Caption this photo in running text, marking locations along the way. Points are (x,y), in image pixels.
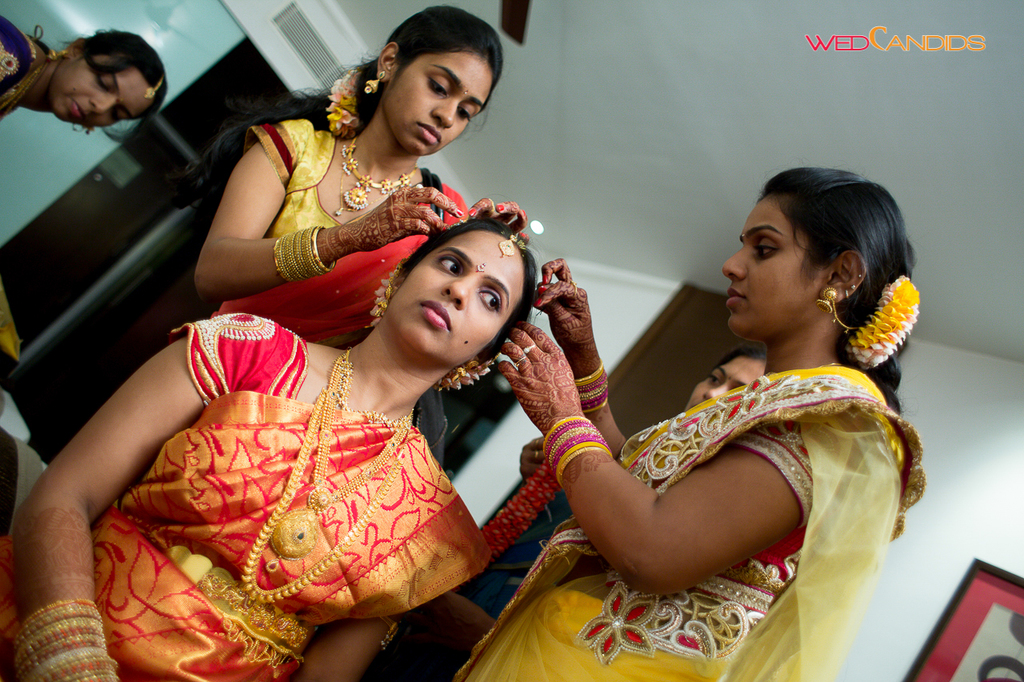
In this image there are persons (588,318) standing, there is a person (450,380) sitting, there is a person (78,87) truncated towards the left of the image (97,91), there is the wall (907,575), there are photo frames (1001,626) on the wall (633,335), there is a roof (686,133), there is an object (524,23) truncated towards the top of the image (506,24), there is text (870,40), there is an object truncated towards the bottom of the image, there is an object (20,343) truncated towards the left of the image (1,326).
